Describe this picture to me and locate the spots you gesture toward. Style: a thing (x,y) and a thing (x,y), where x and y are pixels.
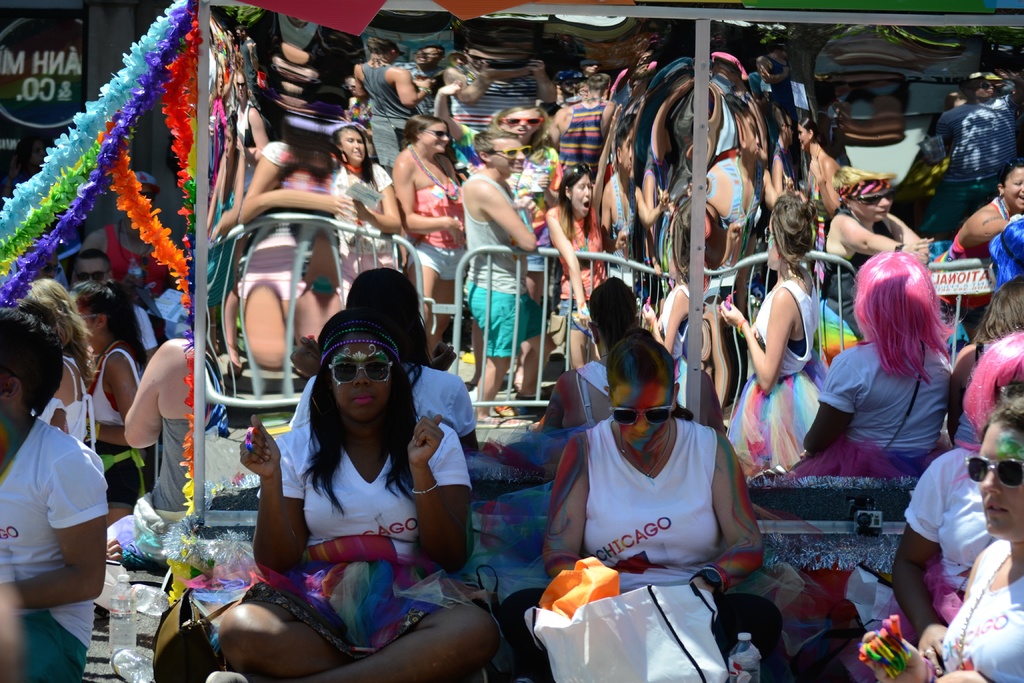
In this image, we can see some women (313,611) sitting. There is a mirror (621,133), we can see the reflections (484,200) of some people (408,192) and the fence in the mirror (536,371).
